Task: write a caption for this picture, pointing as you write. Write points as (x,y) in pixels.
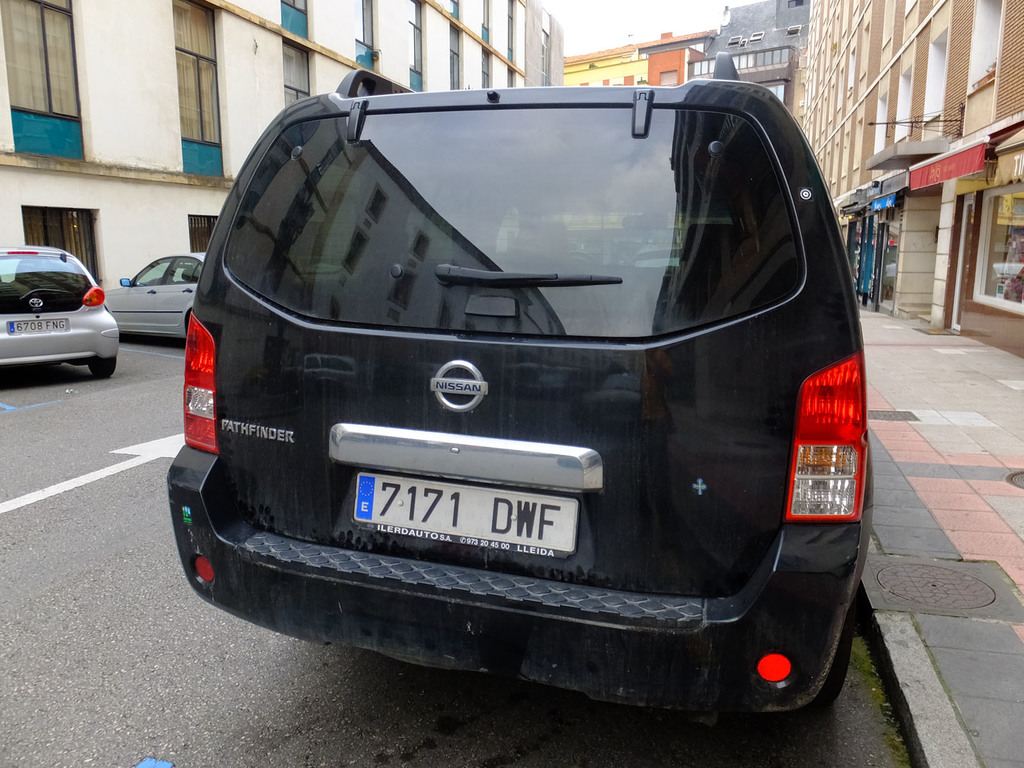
In this picture we can observe a black color car (240,414) on the road (162,592). We can observe two silver color cars (87,315) on the left side (77,299). In the background (211,56) there are buildings (650,72).
